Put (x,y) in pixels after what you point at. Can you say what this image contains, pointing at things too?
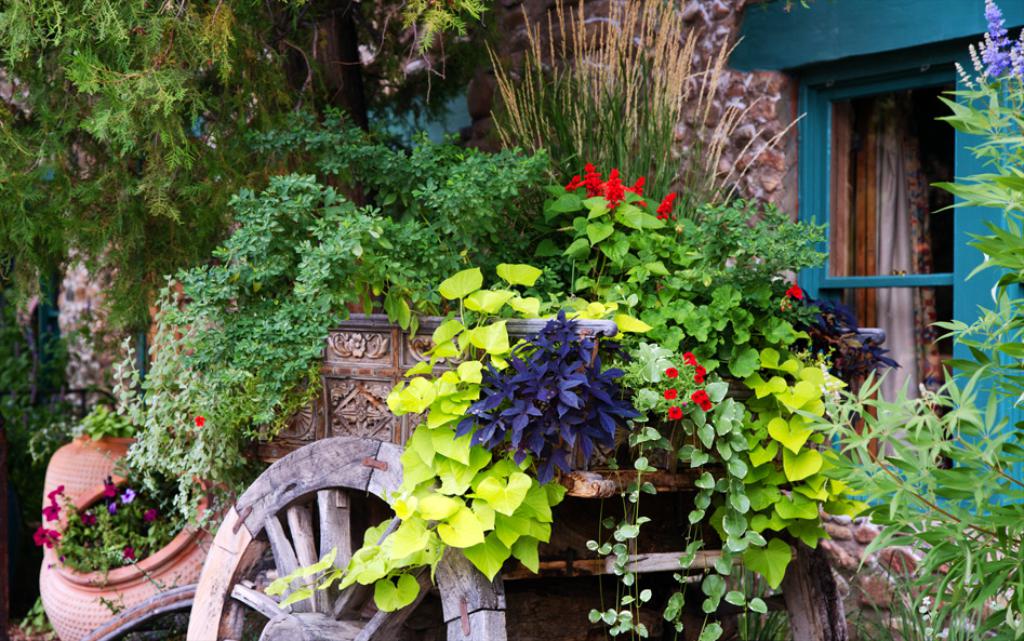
In this picture we can see a few plants (313,301) and colorful flowers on a cart (279,435). We can see a building (784,177) and a curtain (902,158) is visible in the building (871,99).
